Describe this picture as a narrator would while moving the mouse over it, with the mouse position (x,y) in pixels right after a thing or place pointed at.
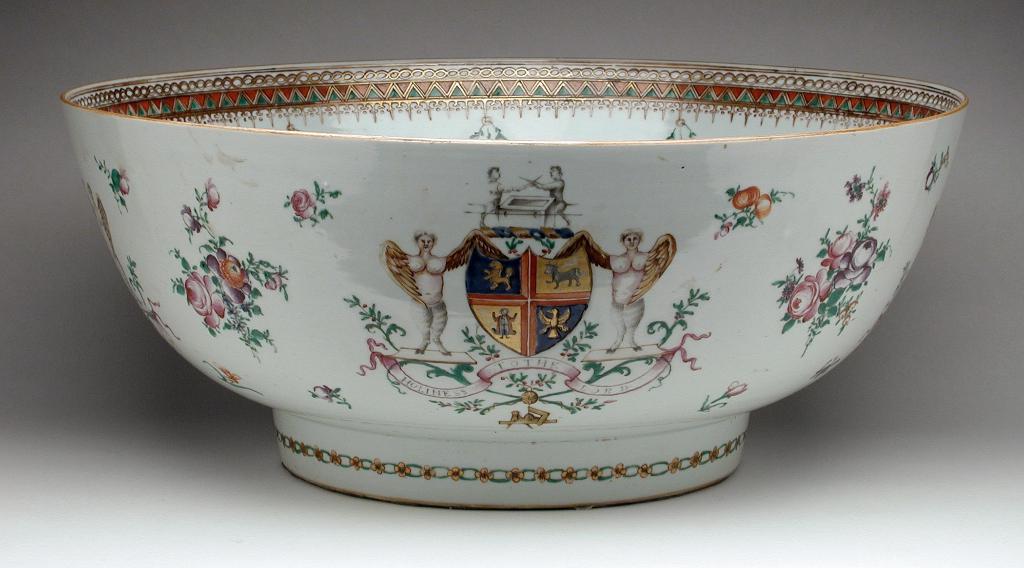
In this image there is a bowl (510,268) with painting (603,406) on it.
